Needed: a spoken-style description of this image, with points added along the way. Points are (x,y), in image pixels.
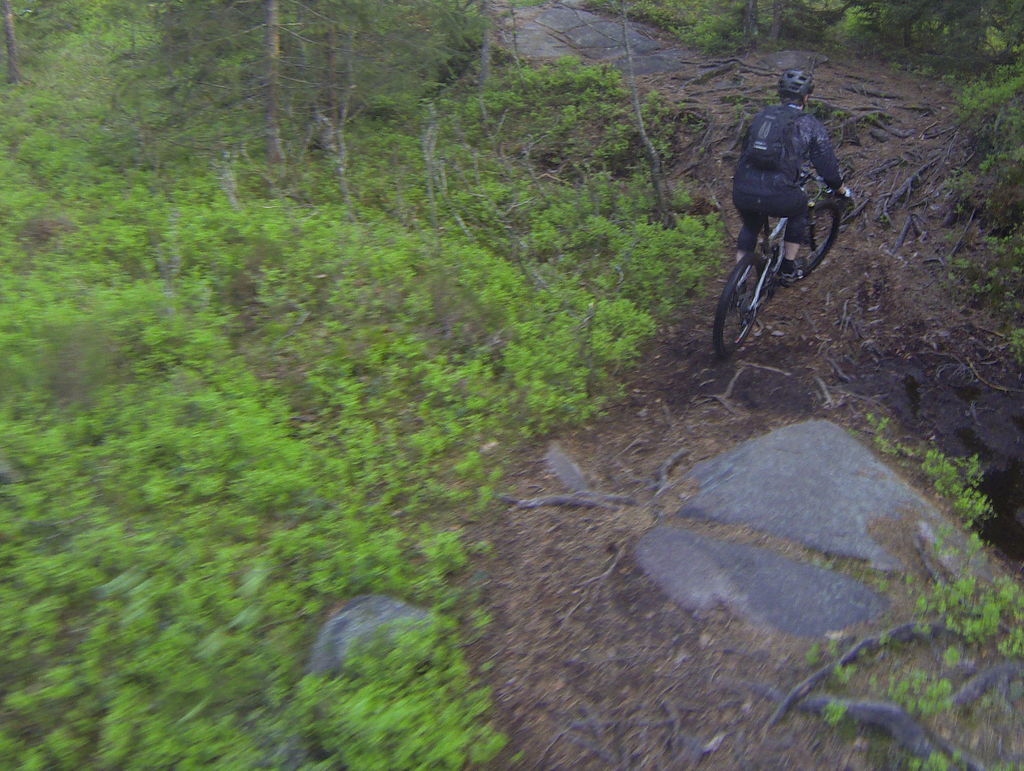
In the image there is a person (788,156) with black dress (795,172) and helmet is sitting on the bicycle (773,258). In front of him there are roots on the ground (911,537). And in the image there are small plants (307,730), trees (285,47) and rocks (648,71) are on the ground (673,77).
